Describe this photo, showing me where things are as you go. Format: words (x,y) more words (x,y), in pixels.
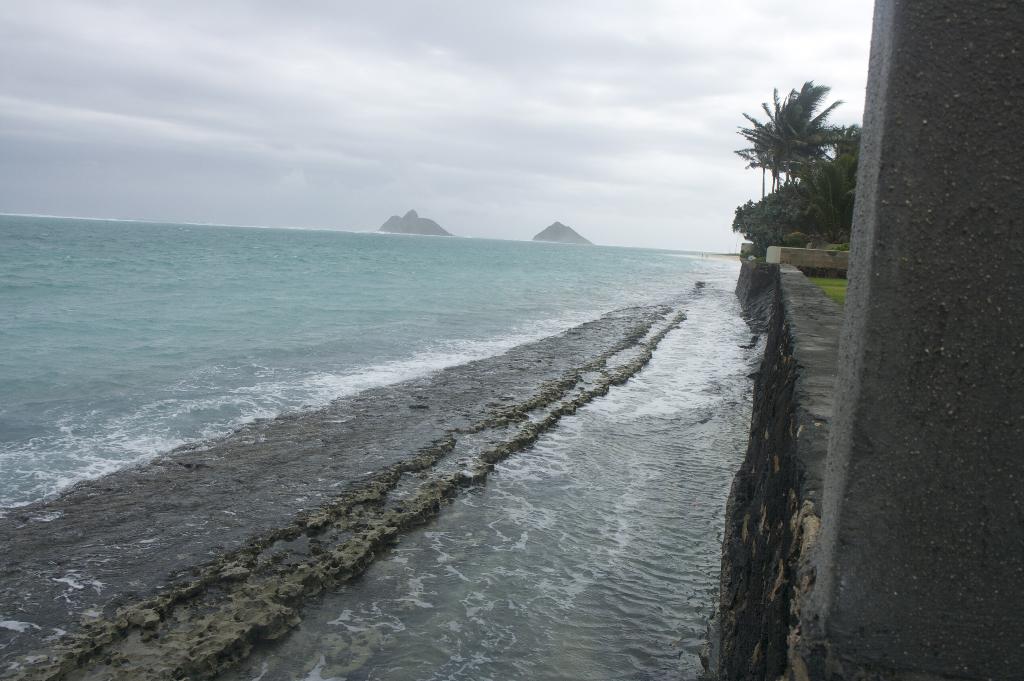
In this image we can see a beach (451,339), mountains (413,216) and the sky (371,146) which looks cloudy. On the right side (775,398) we can see a pillar (879,437), wall (789,370), grass (834,288) and some trees (759,212).
